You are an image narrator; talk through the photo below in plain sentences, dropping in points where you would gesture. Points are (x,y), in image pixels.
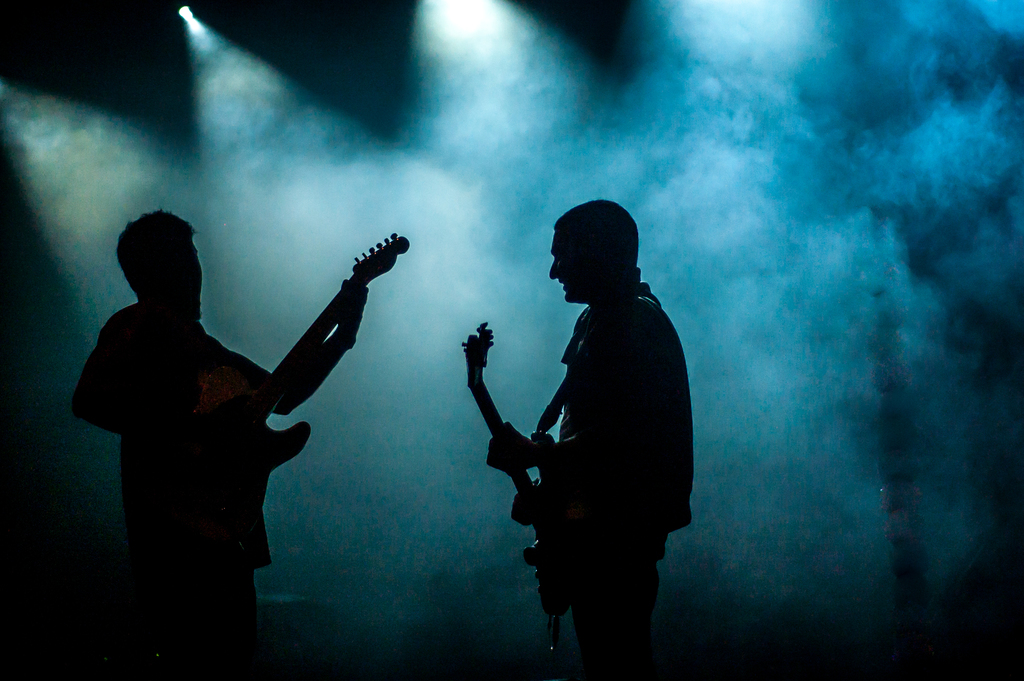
The image is dark but we can see two persons (301,375) are standing and holding guitars (309,349) in their hands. In the background (413,193) we can see light (49,183) and smoke (20,151).
